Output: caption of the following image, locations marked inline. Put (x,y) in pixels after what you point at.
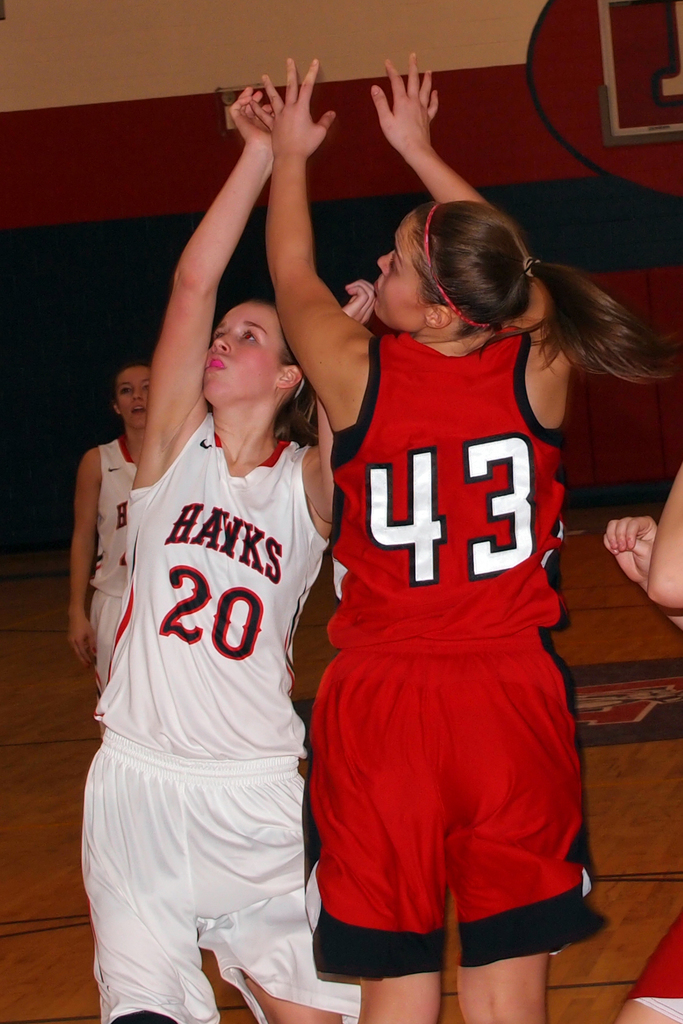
In this image I see 3 girls (284,479) in which these both are wearing white color jerseys (264,494) and this girl (348,577) is wearing red color jersey (446,524) and I see that there is a word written over here and I see the numbers (489,561) and I see the path (622,663) on which there are black lines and I see a person (674,506) over here.
